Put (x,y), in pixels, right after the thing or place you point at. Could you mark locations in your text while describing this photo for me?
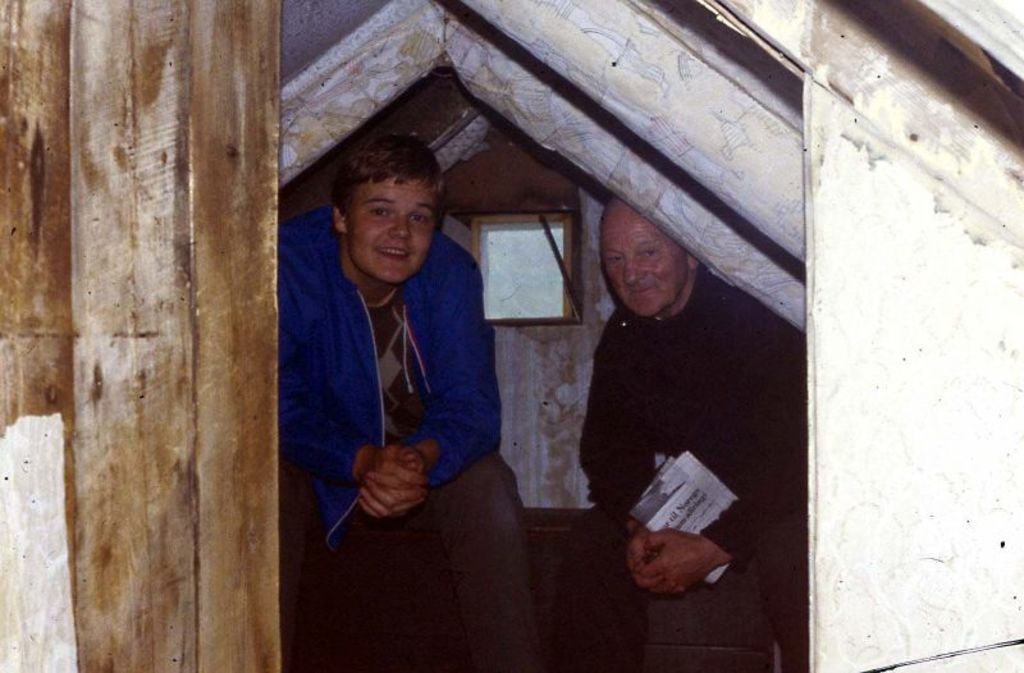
In this image two persons (436,359) are sitting under the roof (318,40) of a house (529,101). Left side person (393,411) is wearing a blue color jacket (430,391). Right side person (747,492) is holding a paper (651,526) in his hand (662,538). Behind them there is a wall (553,359) having a window (527,310).
